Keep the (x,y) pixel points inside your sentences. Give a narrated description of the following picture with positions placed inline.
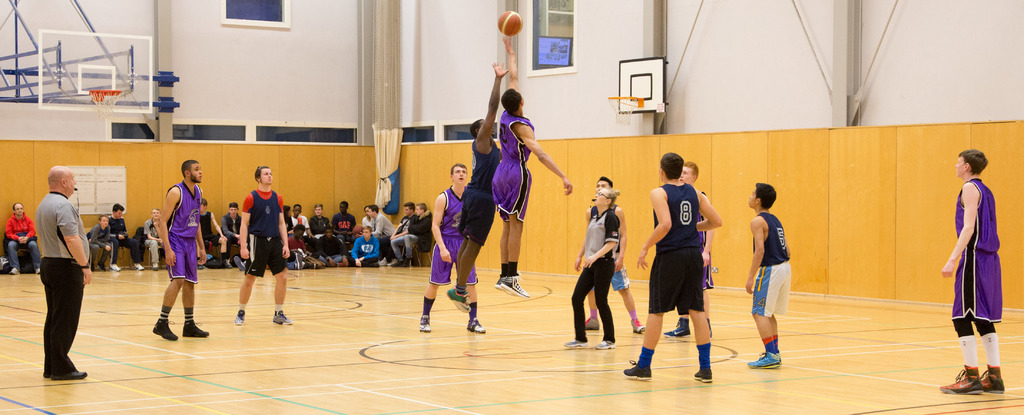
In this image we can see few people (700,231) playing basket ball, two of them are referees (594,229) and there are basketball nets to the boards (634,69), in the background (346,241) there are few people (101,239) sitting on chairs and few people (357,256) sitting on the floor (403,357) and there are windows (552,23), a board (97,190) to the wall (217,168).
